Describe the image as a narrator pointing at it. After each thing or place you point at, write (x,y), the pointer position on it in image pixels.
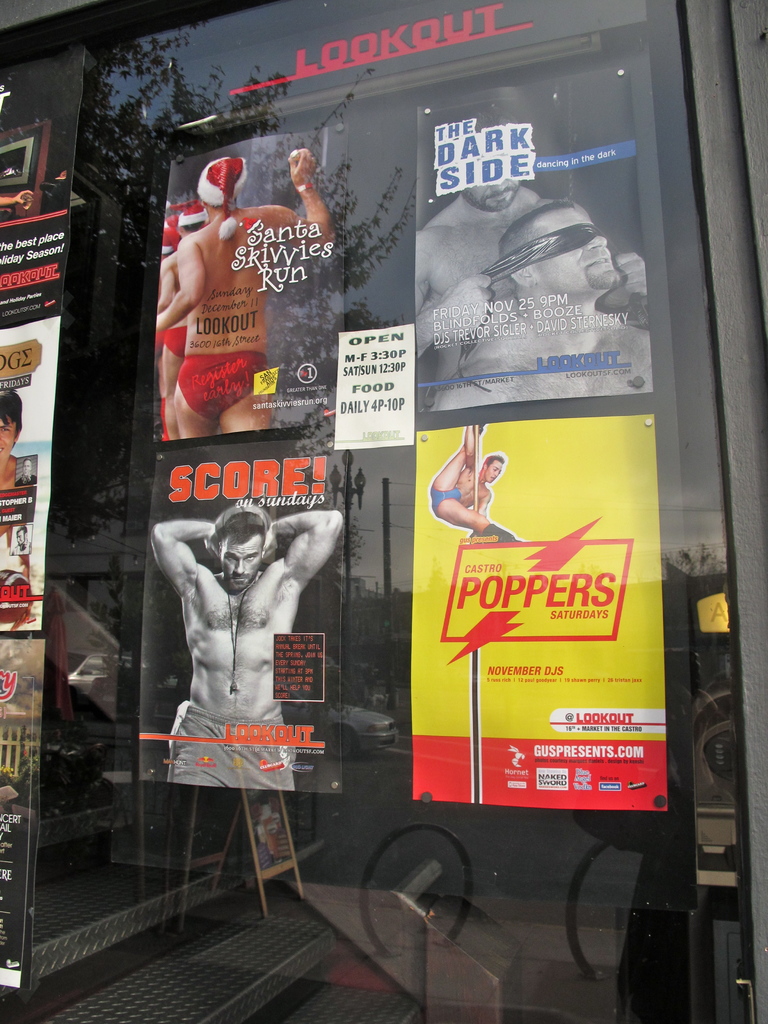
In this image there are posters (625,701) on the glass (311,874). Behind the glass (311,874) there are stairs (295,949). Through the glass (453,950) we can see a board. There is a car (340,716) on the road (472,850). There is a street light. There is a current pole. There are trees (675,571) and there is sky (399,504).
